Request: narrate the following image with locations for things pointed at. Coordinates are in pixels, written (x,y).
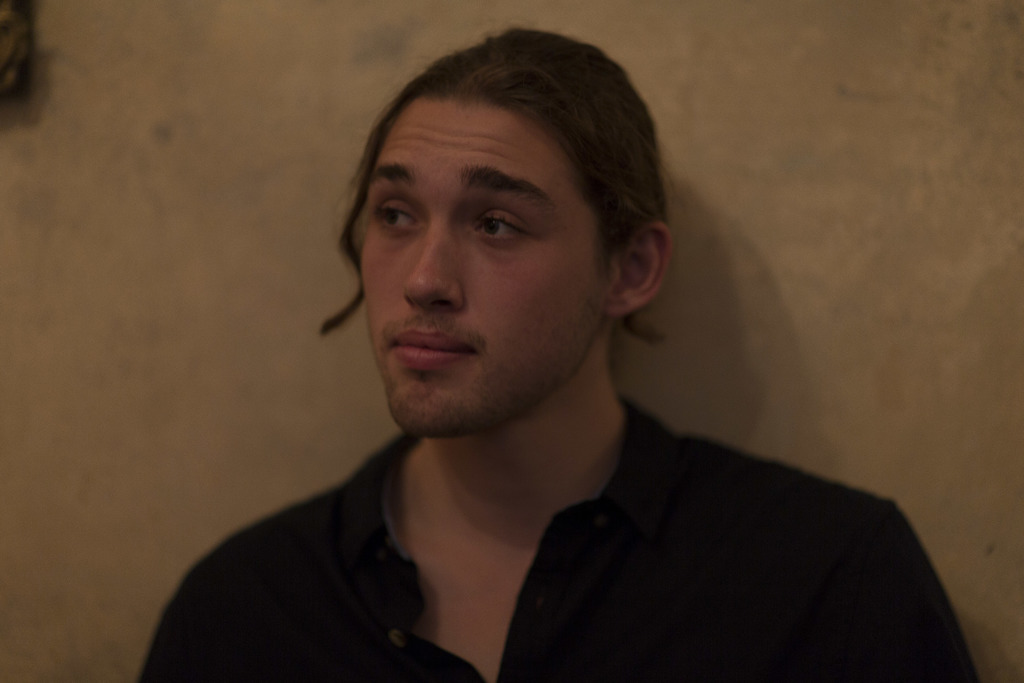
In this image I can see a man (493,476) in black shirt (843,529).
